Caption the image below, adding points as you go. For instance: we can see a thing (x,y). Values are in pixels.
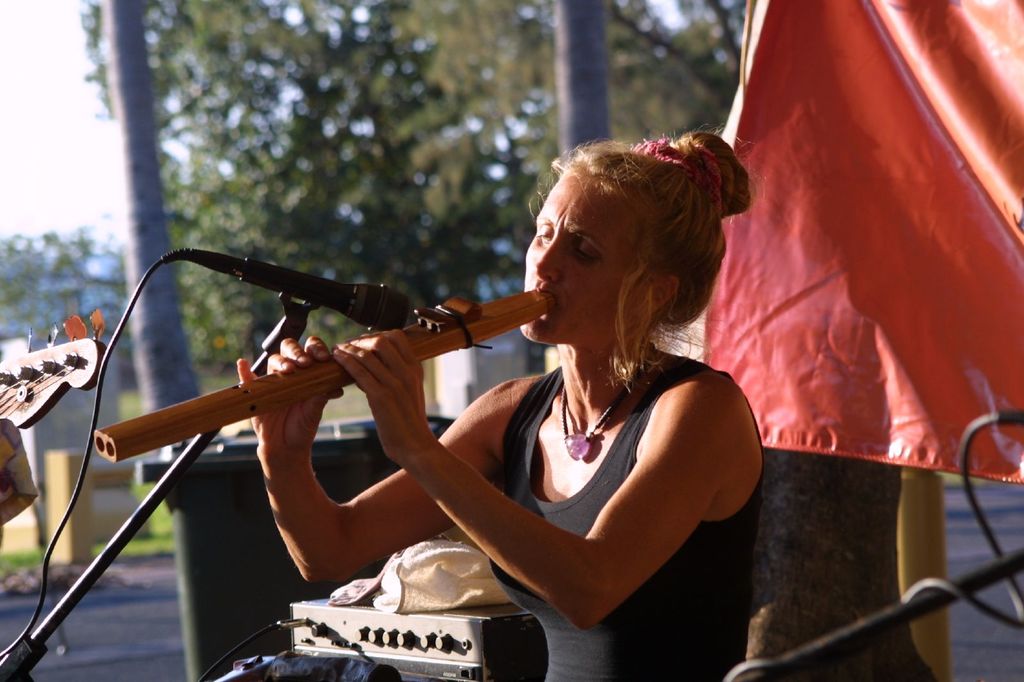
In the image we can see there is a woman (668,281) who is sitting and she is holding a flute (500,328). There is a mic (296,287) in front of her with a stand (295,337). At the back (520,660) there are other musical instruments (19,406) and there is a red colour cloth (941,218).
